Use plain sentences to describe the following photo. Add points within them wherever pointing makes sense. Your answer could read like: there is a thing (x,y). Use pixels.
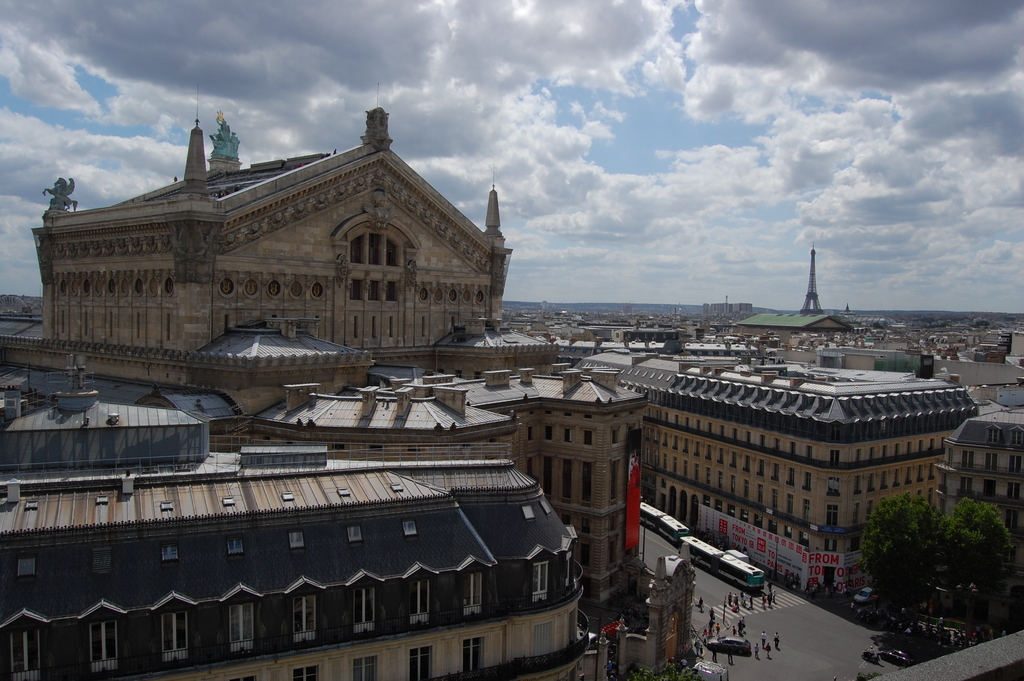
In the center of the image (560,360) we can see buildings (629,402) are there. At the bottom right corner (703,558) we can see trees (900,588), trucks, cars (745,638), buses (732,566), some persons (734,632), road (842,640) are there. At the top of the image (780,92) clouds (846,131) are present in the sky (859,297).
